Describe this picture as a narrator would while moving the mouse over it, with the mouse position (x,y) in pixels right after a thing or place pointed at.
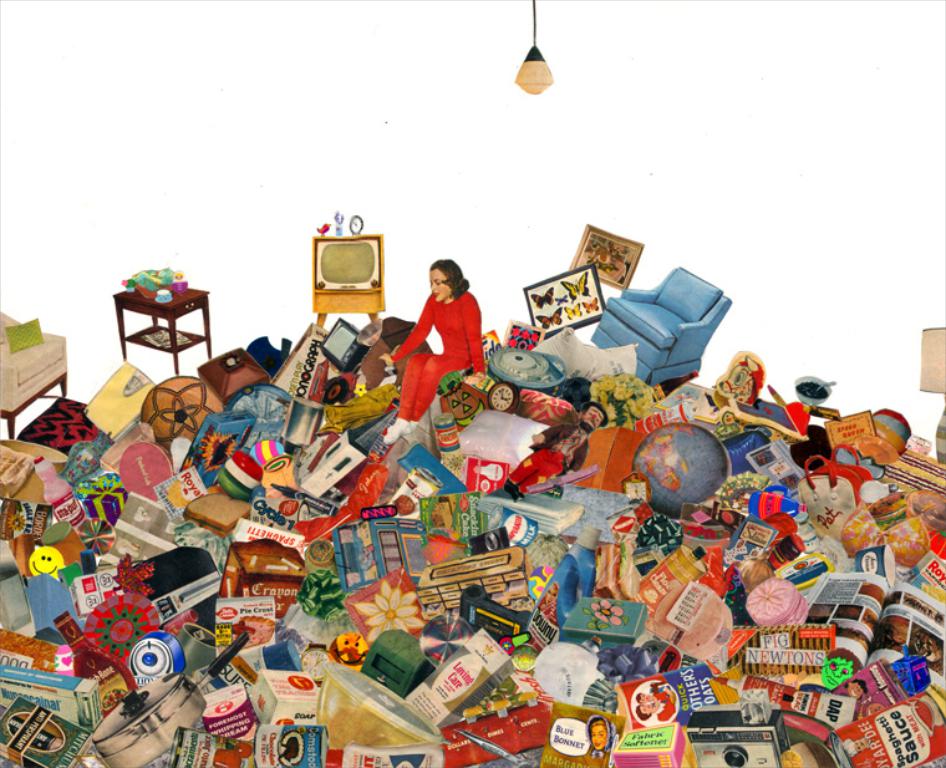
In this image i can see a toy person (449,341), a couch (629,322), a frame (597,296), a television (377,257) at the top (522,89) i can see a light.
